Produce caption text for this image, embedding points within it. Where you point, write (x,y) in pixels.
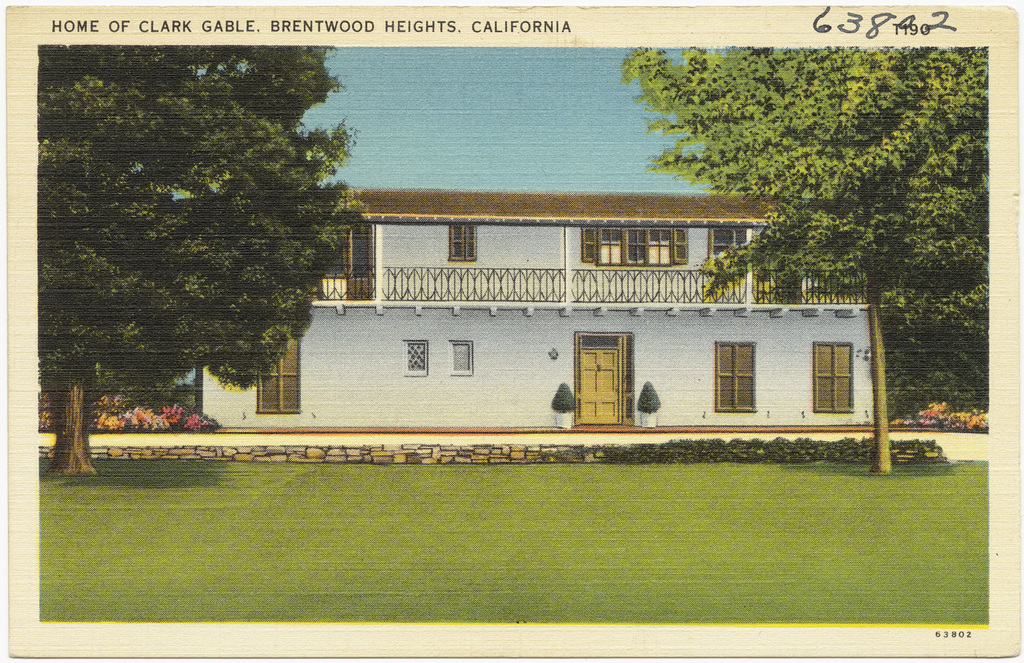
This is a picture of the painting (466,504). At the bottom (532,525), we see the grass (518,522). On either side of the picture, we see the trees (151,236). In the middle (518,369), we see a building (547,380) in white color with a brown color roof (560,208). It has a railing (509,284), windows (609,260) and a door (618,365). On the left side (144,421), we see the plants (160,421) which have flowers (193,431). These flowers (175,422) are in yellow, pink and white color. At the top (430,144), we see the sky (456,159). This picture might be a photo frame (539,415).
